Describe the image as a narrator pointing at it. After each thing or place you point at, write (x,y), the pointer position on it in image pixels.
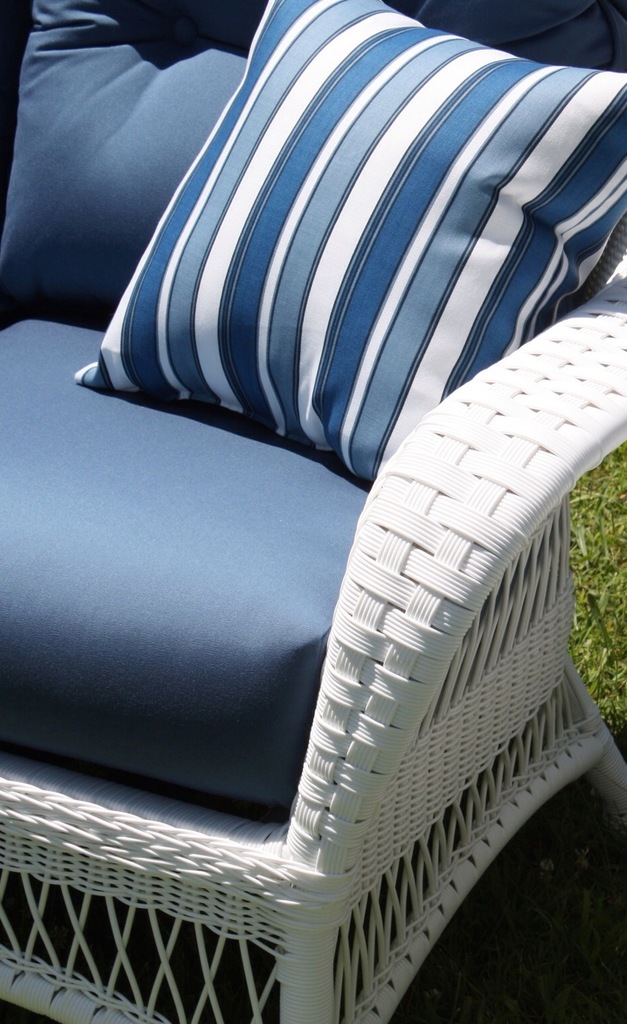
There is a white sofa (29,943) on the sofa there is big cushion (114,156) with blue color and behind the sofa chair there is a grass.
